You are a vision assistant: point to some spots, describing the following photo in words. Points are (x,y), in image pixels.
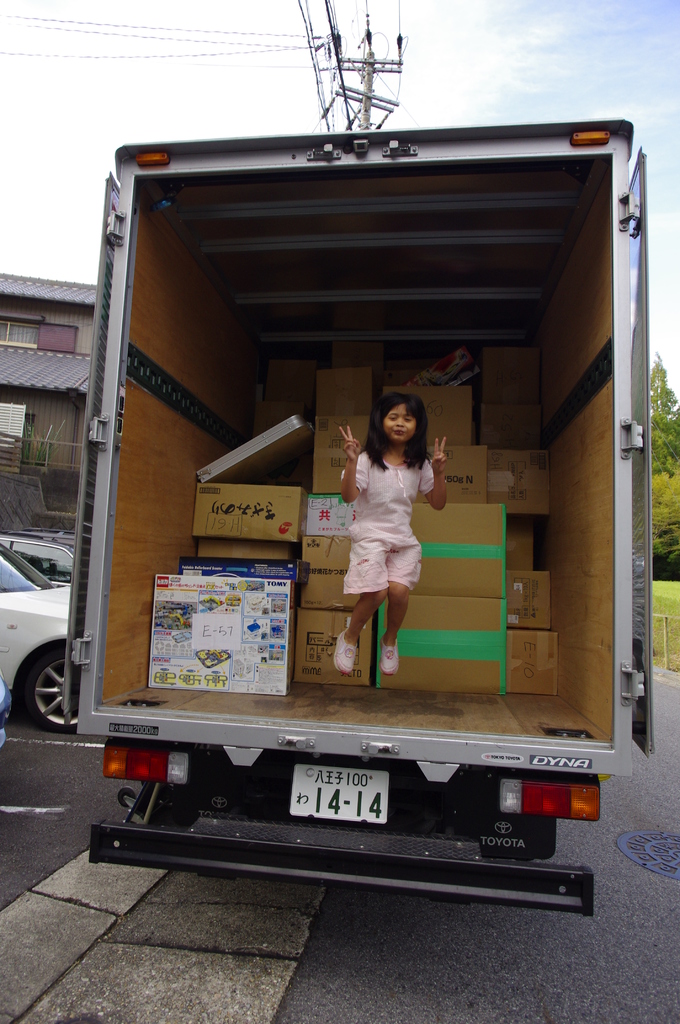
In this picture I can observe a container (491,747). There are some brown color boxes (409,646) and a girl (409,523) in the container (388,757). On the left side (54,632) I can observe cars (58,578) in the parking lot (37,782). In the background (54,390) I can observe a house (62,311) and sky (205,107).
